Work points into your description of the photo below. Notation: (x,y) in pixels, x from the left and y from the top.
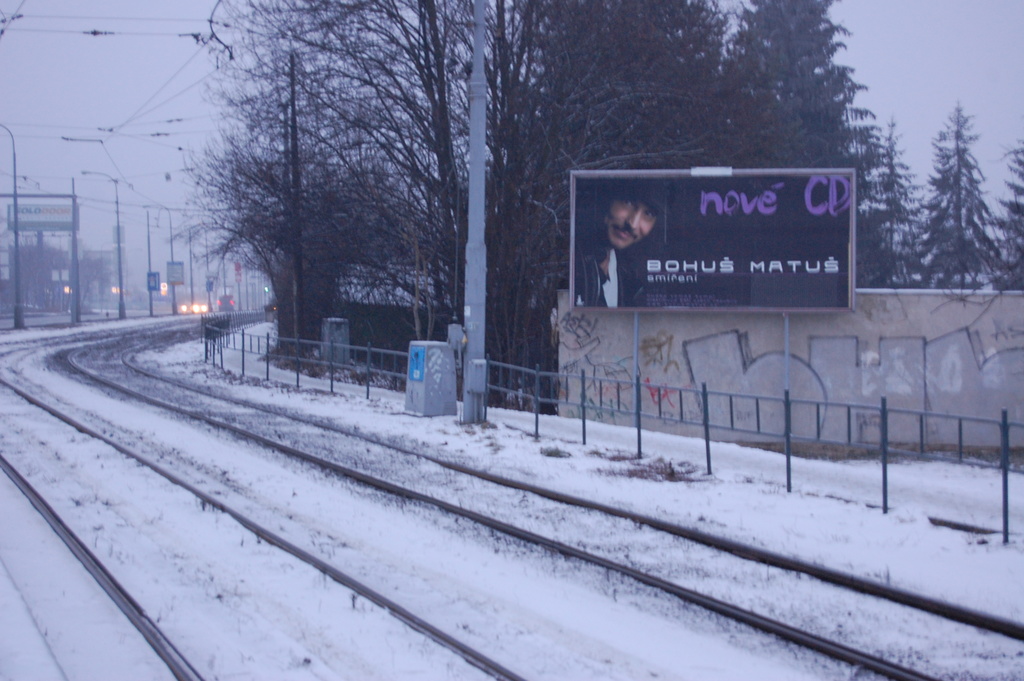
In this picture I can observe railway tracks (133,458). There is some snow (320,517) on the land (569,455). On the right side (753,204) I can observe advertising board (709,209). In the middle of the picture (356,261) there are some trees (466,198). In the background (149,147) I can observe sky (99,66).
